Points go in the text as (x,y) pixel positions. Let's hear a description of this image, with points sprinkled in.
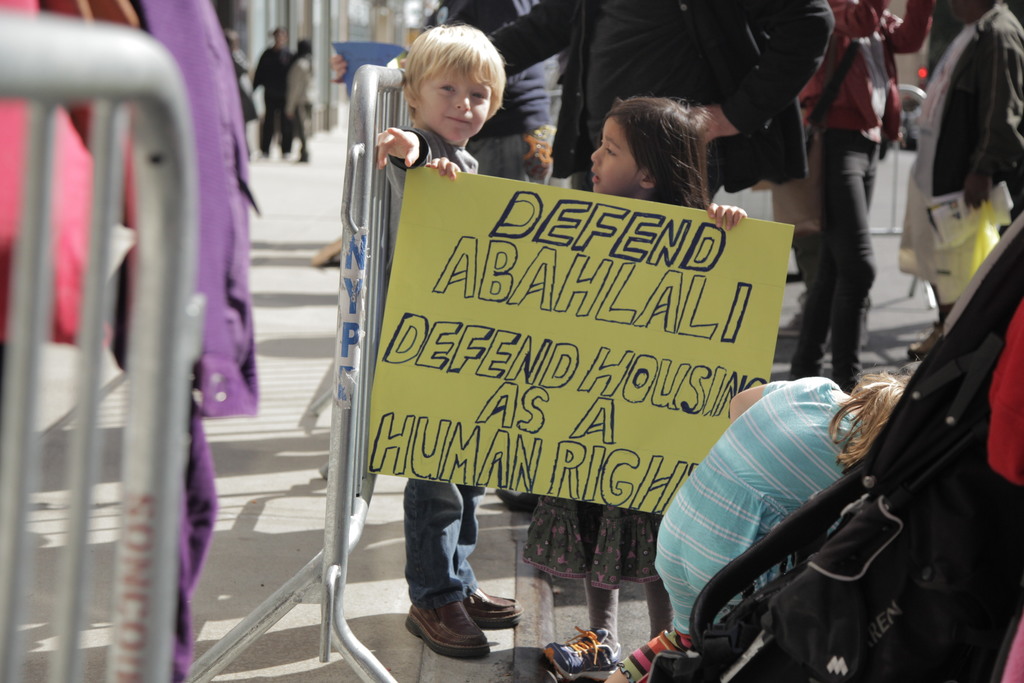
There are many people (597,86) standing on the right side (875,44) and few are walking behind the fence (154,189), the kids (434,120) in the front (431,151) are holding a banner (560,337).
